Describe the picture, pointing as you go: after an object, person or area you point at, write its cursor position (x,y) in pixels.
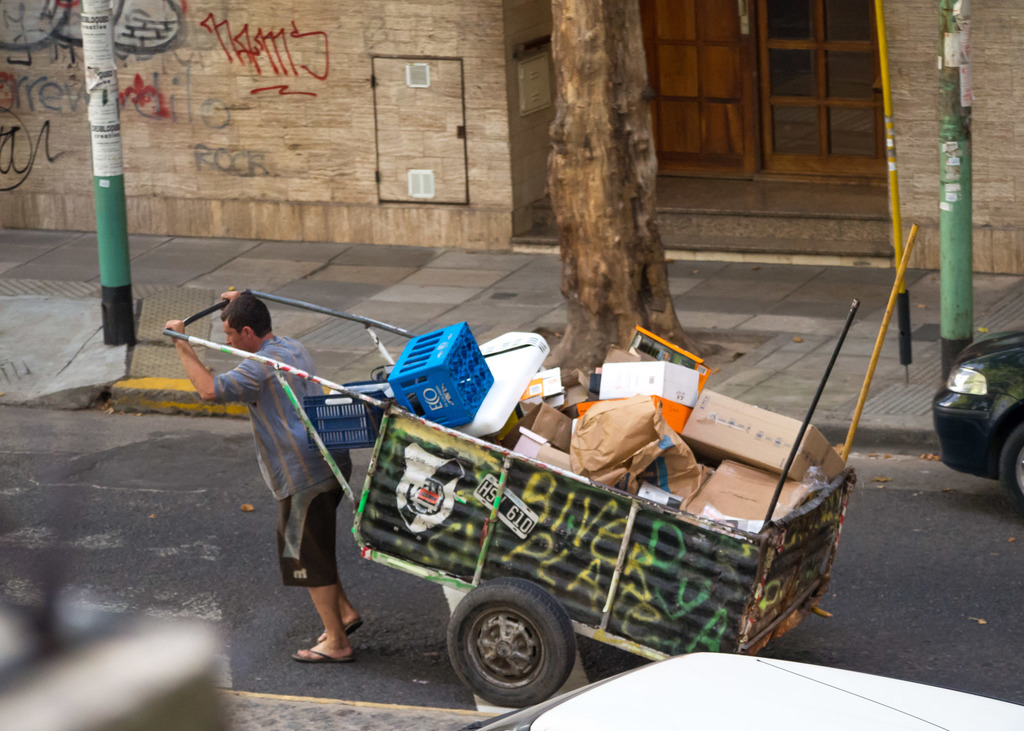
In the foreground of the picture (659,665) there is a vehicle (812,704) and footpath (377,723). In the center of the picture (483,399) we can see a man (287,469) pulling a cart (625,521) on the road (9,519). On the right (998,367) there is a car (997,364). At the top (234,155) there are poles (99,238), tree (623,238), footpath (477,311), building (535,88) and a door (737,65).
